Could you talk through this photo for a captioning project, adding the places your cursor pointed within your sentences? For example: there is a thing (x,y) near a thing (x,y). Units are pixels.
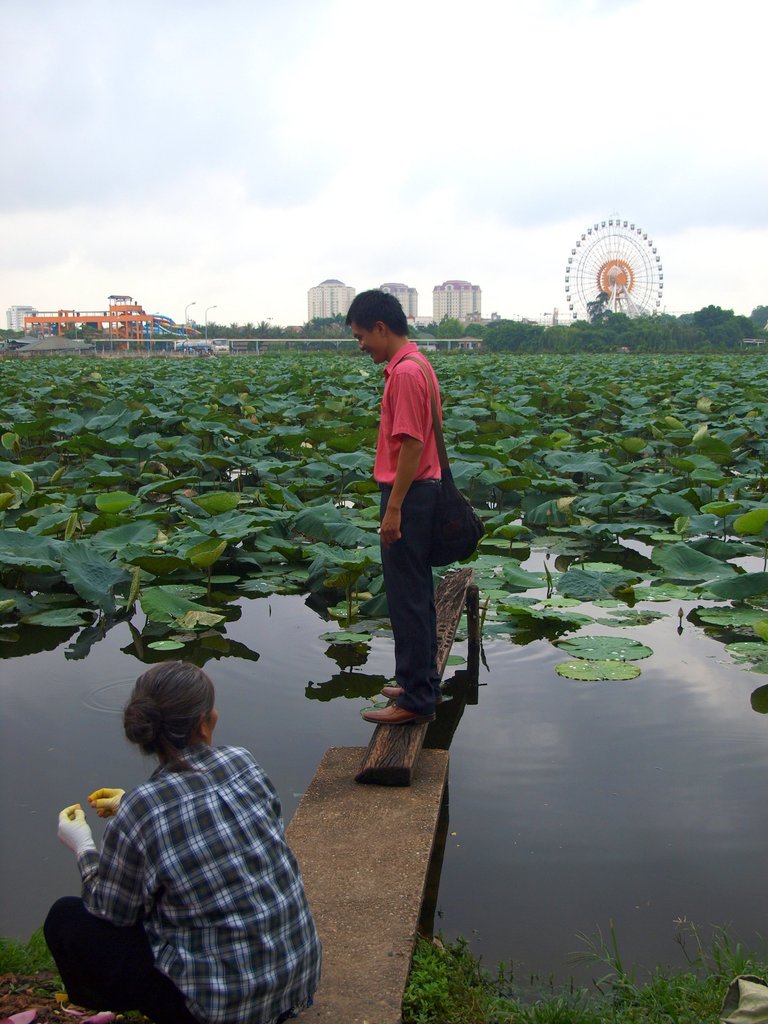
In this image a person (390,403) wearing a red shirt (398,418) is standing on the wooden plank (458,619) and he is carrying a bag (453,499). He is wearing shoes (415,714). Behind him there are few plants (457,459) in water (653,626). Bottom of image (171,838) there is a person (303,938) squatting beside the stone slab (343,984). She is wearing a shirt (139,877) and gloves (79,845). Middle of image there are few buildings (468,298), giant wheel (603,272) and few trees (729,328). Top of image (338,180) there is sky (381,201).
